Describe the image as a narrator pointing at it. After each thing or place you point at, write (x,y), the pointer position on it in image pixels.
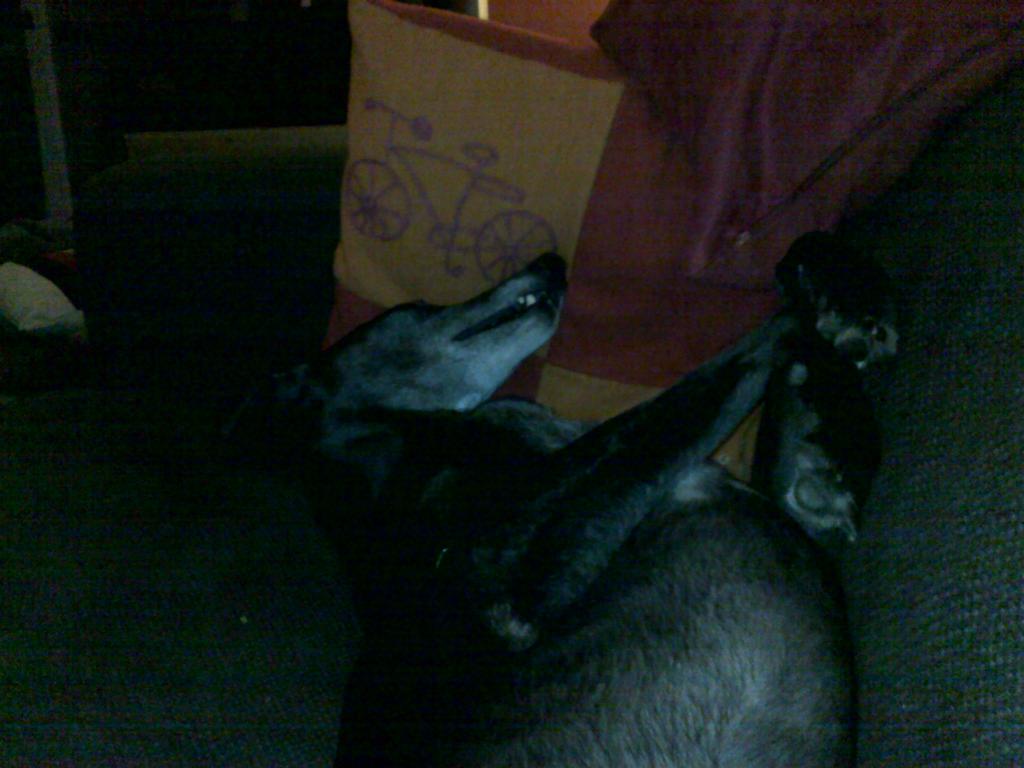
There is a dog (432,522) and there is a cover (490,181) beside the dog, the dog (480,343) is laying on its back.
